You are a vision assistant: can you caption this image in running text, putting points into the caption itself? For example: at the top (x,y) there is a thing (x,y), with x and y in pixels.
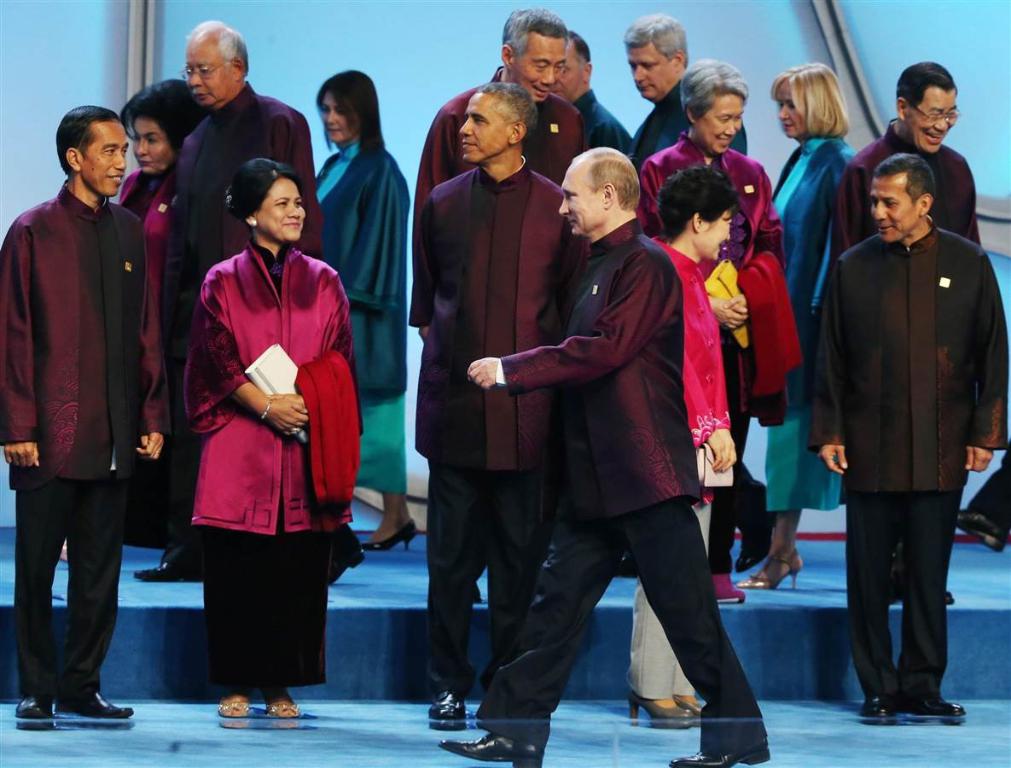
In this image I can see a group of people (568,244) standing and walking. Some of them are interacting with each other.
